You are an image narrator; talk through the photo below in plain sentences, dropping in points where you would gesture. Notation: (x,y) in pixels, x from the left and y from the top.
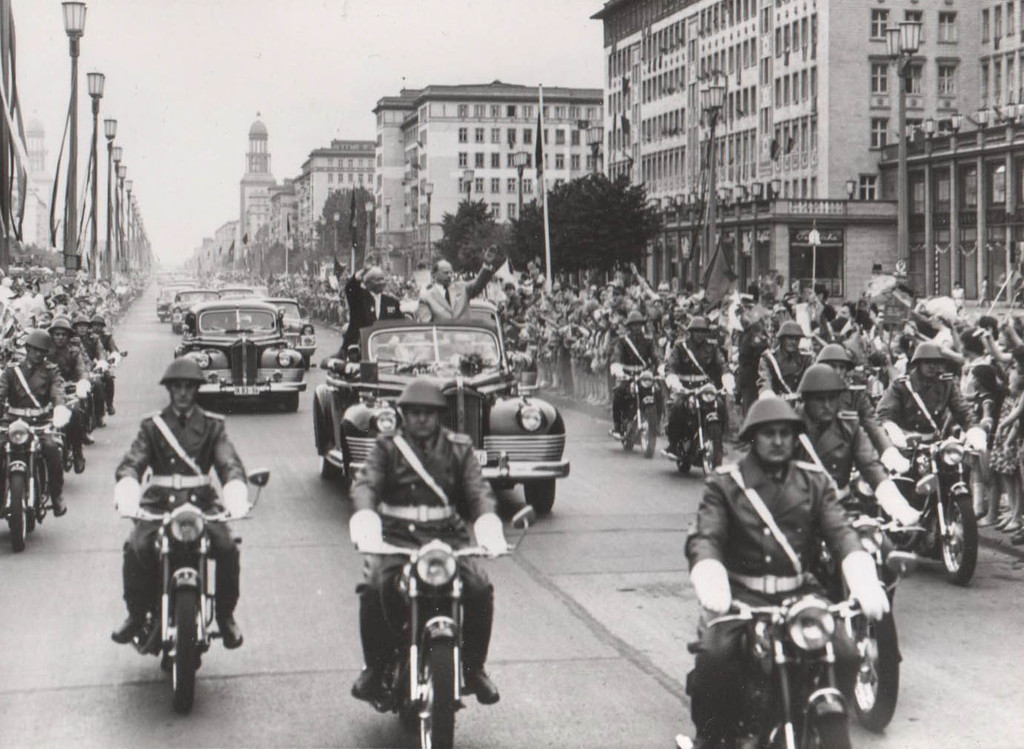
This is a black and white image. In this image we can see there is a road (598,445). At the center of the road (545,564) there are few moving cars (373,365) and some persons (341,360) standing in the first car (392,365) and few people (61,367) are surrounded cars (540,423) by their bikes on the road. On the left side of the image (74,216) there are street lights (124,247). On the right side of the image (828,168) there are buildings (663,223) and trees (521,246).
